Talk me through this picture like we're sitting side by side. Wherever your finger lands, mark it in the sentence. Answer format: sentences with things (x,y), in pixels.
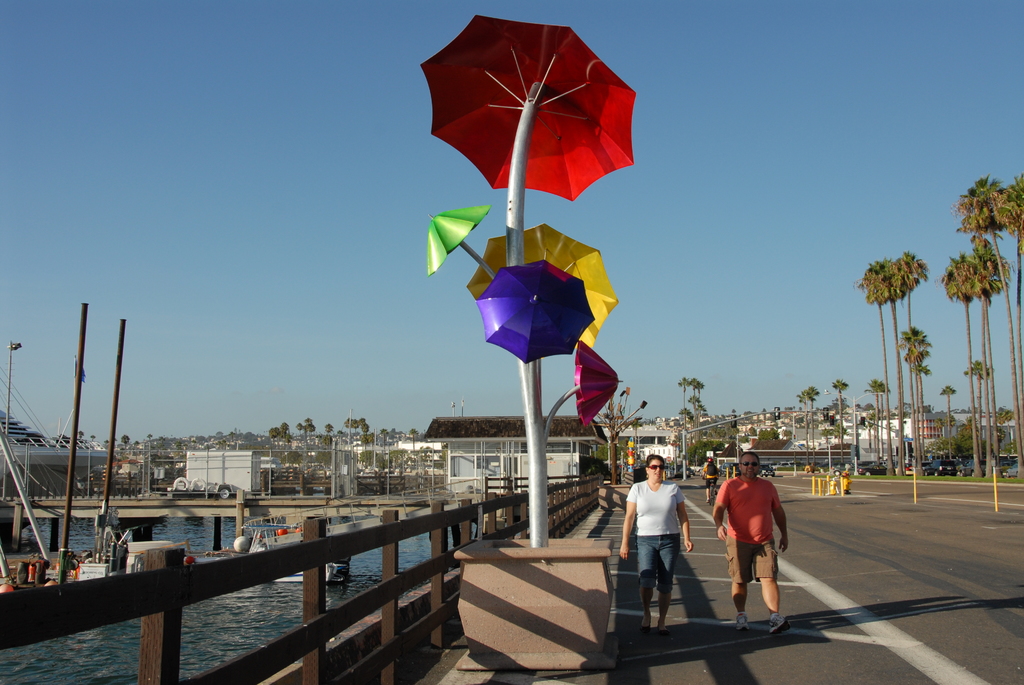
In the center of the image (542,406) we can see a pole (534,522), umbrellas (602,175). In the background of the image (504,447) we can see the trees (1010,351), buildings (849,434), barricades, house (568,467), bridge (150,503), poles (388,454), railing (144,489). On the left side of the image (57,671) we can see the water (75,641), boats (81,576) and vehicle (202,480). On the right side of the image (714,550) we can see two people (624,534) are walking on the road (791,524). At the top of the image (935,36) we can see the sky (969,14).
